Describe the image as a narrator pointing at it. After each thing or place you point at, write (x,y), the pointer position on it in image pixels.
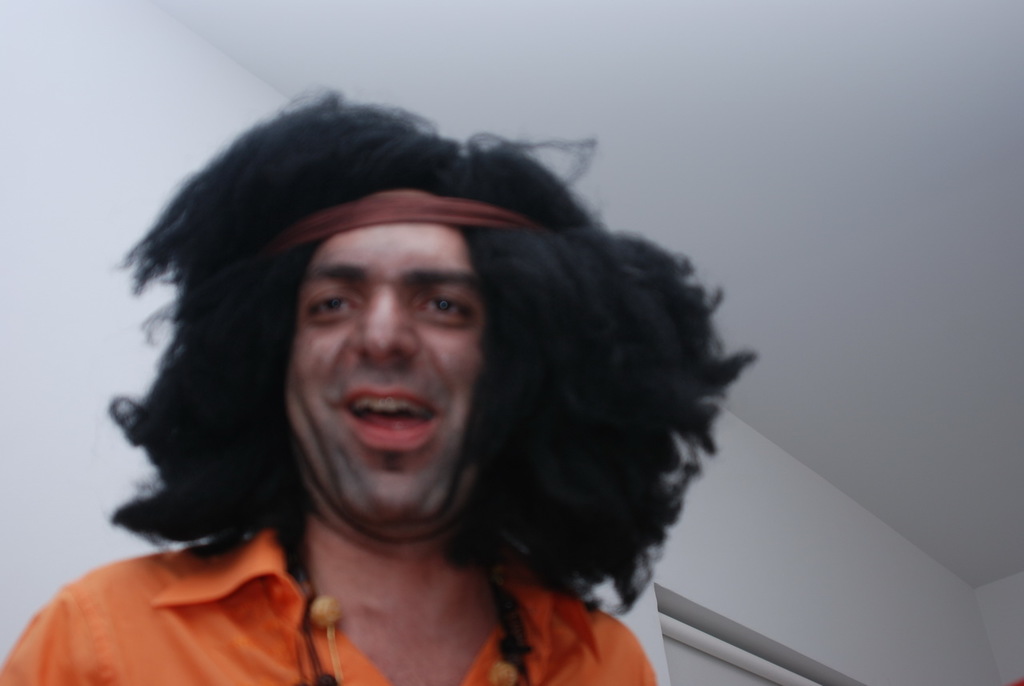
Here we can see a man (464,410) is smiling. In the background (758,287) there is a wall (821,644) and roof (629,201).
